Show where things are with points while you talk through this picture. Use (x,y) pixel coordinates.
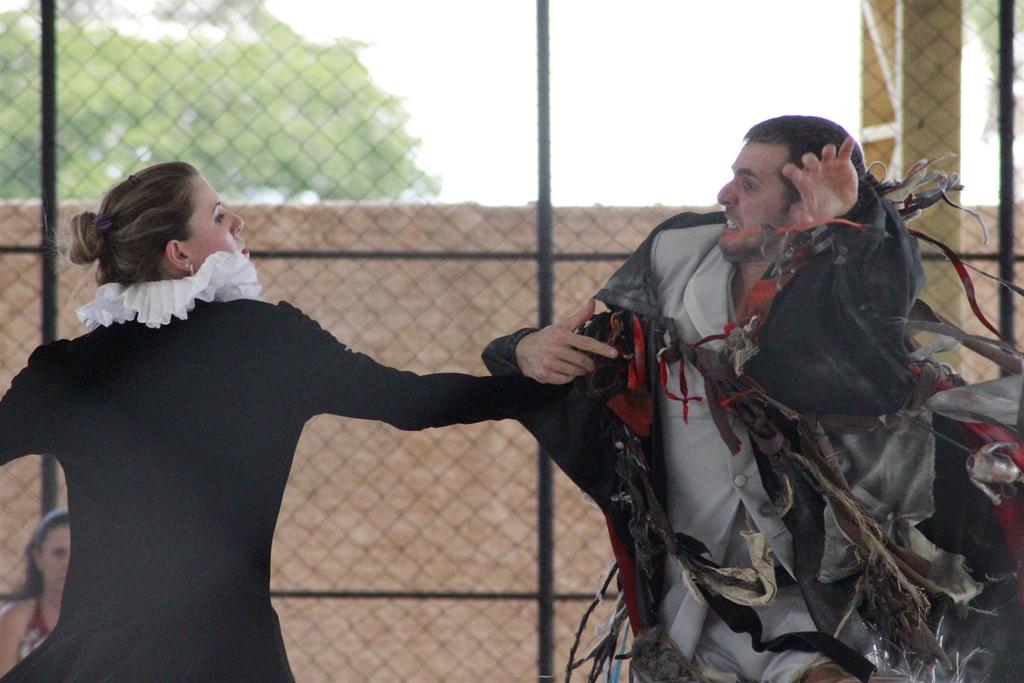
In this image we can see a man (696,406) and a woman (97,463) standing. In the background (419,118) there are trees (237,116), sky (624,106) and an iron mesh (428,544).
